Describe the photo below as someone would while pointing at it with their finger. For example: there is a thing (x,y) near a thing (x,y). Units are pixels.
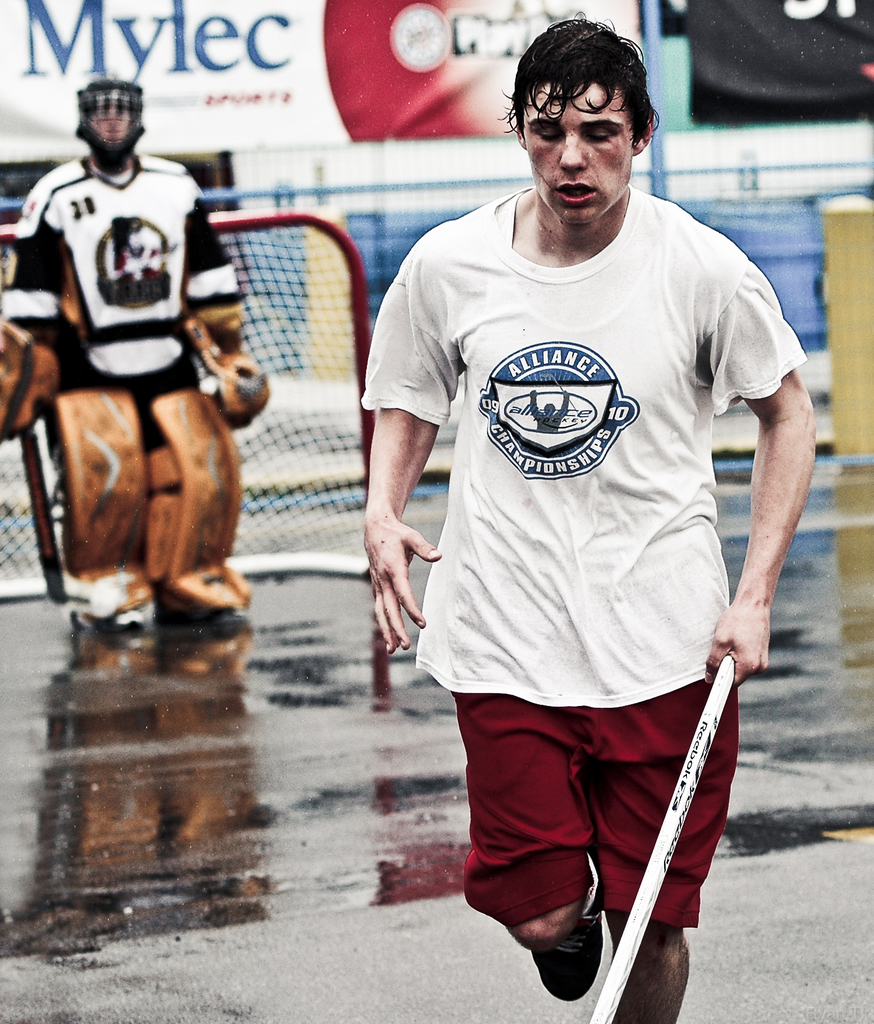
In this picture there is a man (581,375) who is wearing white t-shirt (544,687), short (589,840) and shoe (554,962). He is holding a stick (719,716). On the left (130,100) we can see a goalkeeper (200,220) who is wearing helmet (106,87), jacket (94,191), gloves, pads (150,493) and shoe (129,611). He is standing near to the net (300,330). On the background (820,347) we can see fencing (765,251) and banners (765,117). On the bottom left (213,784) we can see water (85,770).
